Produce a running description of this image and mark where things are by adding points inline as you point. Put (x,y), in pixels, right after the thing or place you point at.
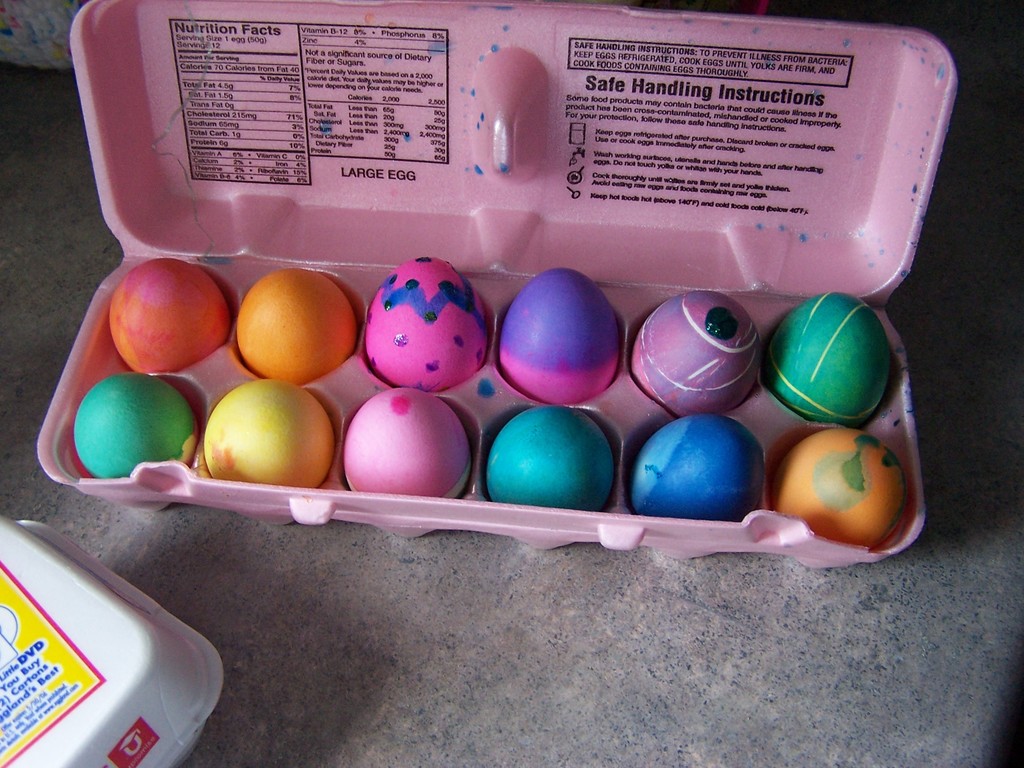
In this image we can see colorful eggs (155,368) are kept in a egg container (843,210). Left bottom of the image (128,690) white color box (134,715) is present.
